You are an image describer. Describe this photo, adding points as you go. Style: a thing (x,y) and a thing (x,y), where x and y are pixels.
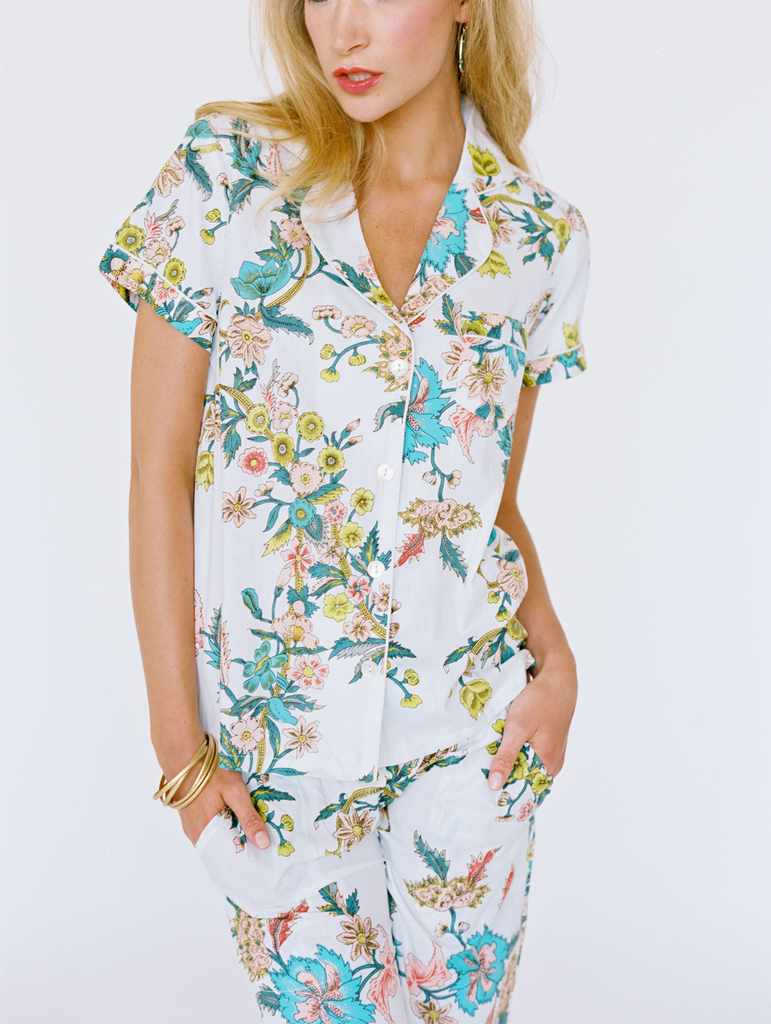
In this image a woman (442,331) wearing a white floral pajama set (357,628) is stunning. Background (704,616) is white in color.
